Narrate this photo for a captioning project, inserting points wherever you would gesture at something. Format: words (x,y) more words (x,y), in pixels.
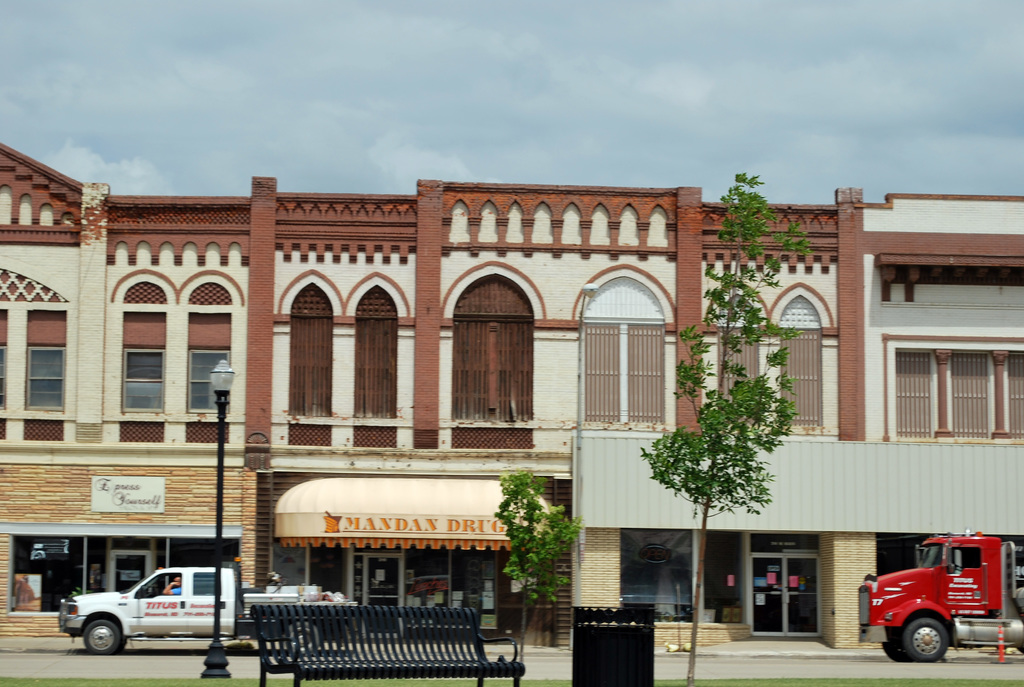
In this picture we can see the buildings (557,293), stores (597,521), doors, roof (455,530), wall (341,420), windows (618,371), electric light pole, truck (233,586), trees (684,457), vehicle (928,558), divider cone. At the bottom of the image (790,644) we can see the road (793,670), ground (760,682), bench (500,638), bin (582,658). At the top of the image (674,78) we can see the clouds (673,83) are present in the sky (412,173).
